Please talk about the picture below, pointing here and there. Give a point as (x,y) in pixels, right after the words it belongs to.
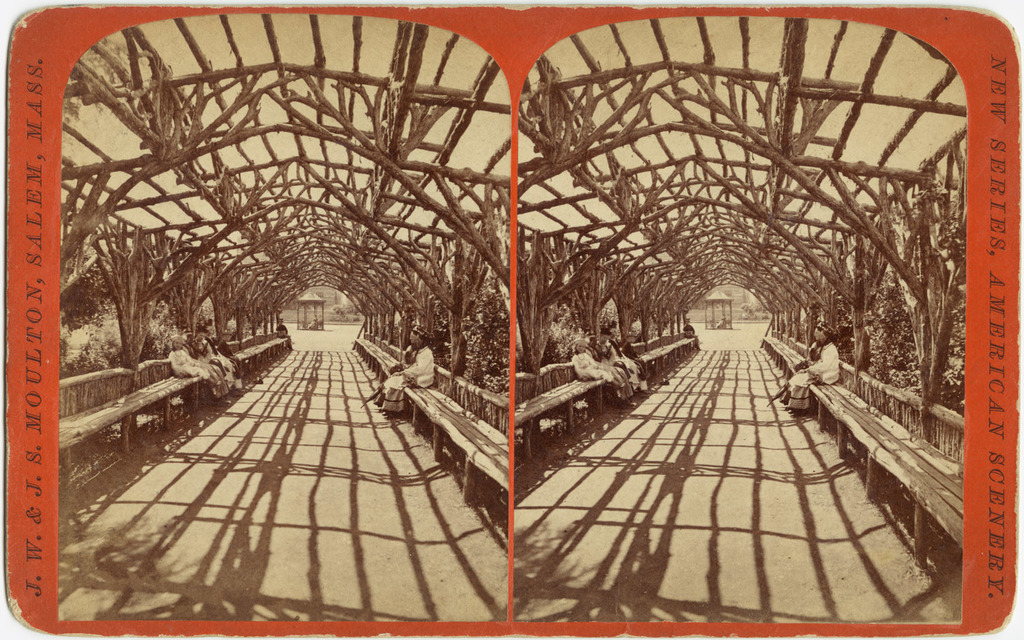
This is a collage of same image. On the sides something is written. And on the image some people (195,373) are sitting on wooden benches (147,388) and there is an arch (285,198) made with woods (341,230). Also there are trees (506,342).
